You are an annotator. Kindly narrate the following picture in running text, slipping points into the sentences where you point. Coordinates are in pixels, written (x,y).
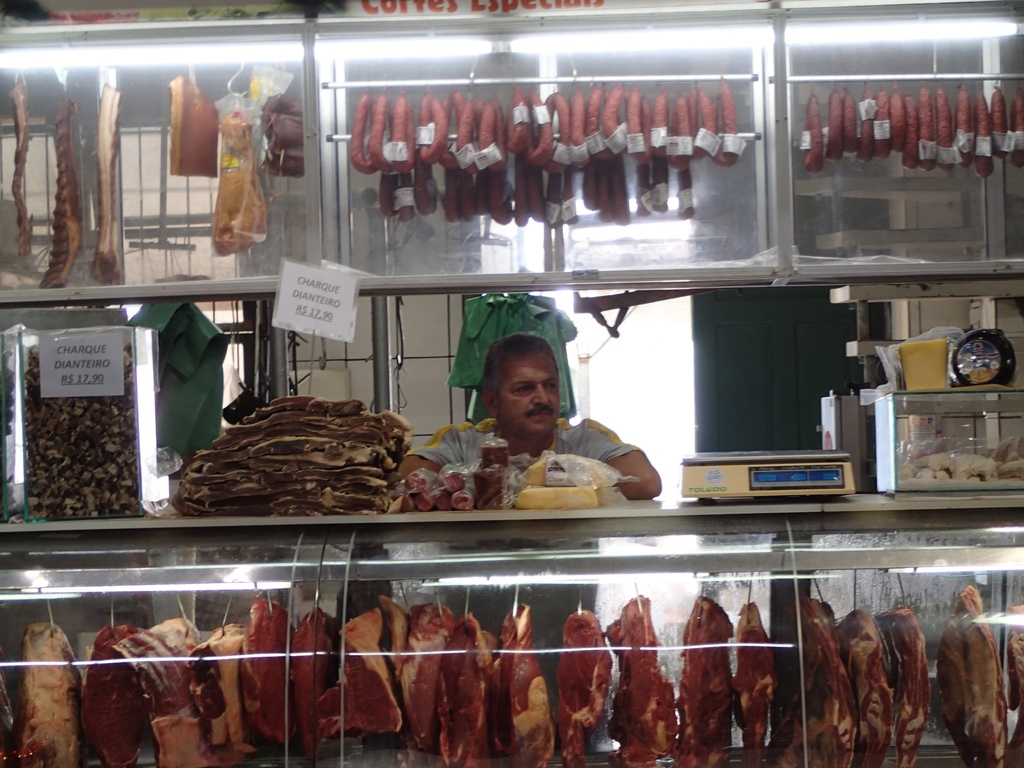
There is a person (548,367) and this is a machine (775,471). Here we can see glass boxes (128,103), lights (206,54), and meat (423,628). In the background (406,398) we can see wall (422,382).
